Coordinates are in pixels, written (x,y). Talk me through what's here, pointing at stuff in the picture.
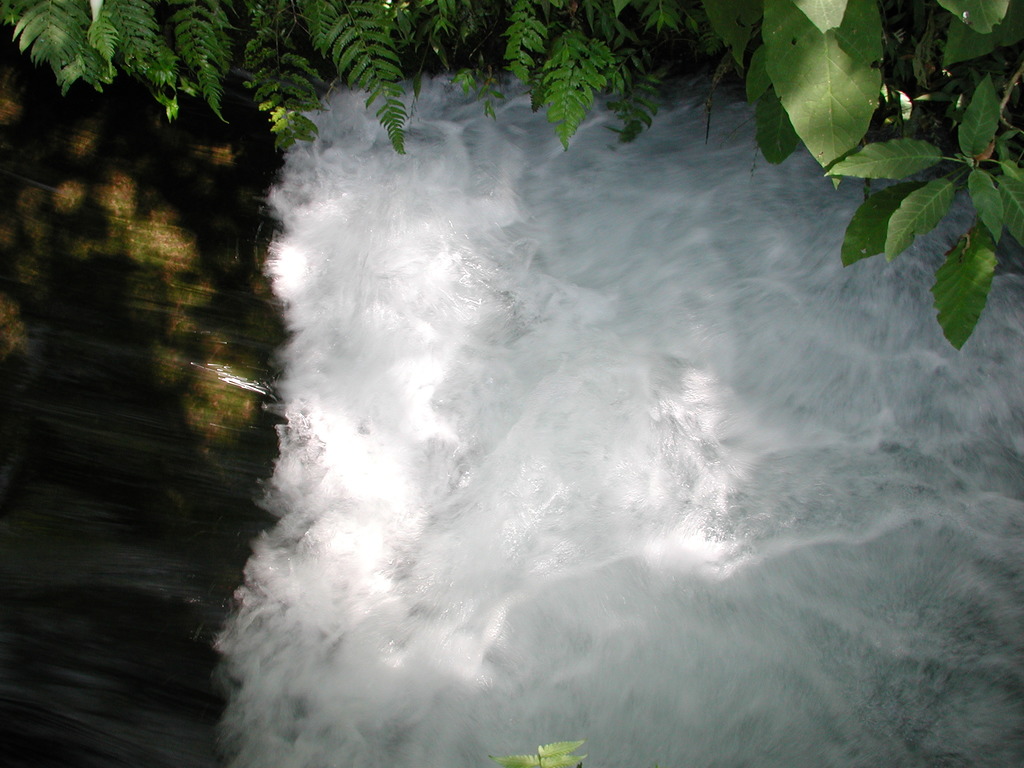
In this image there is water (369,376) flowing, there are trees (581,61).
